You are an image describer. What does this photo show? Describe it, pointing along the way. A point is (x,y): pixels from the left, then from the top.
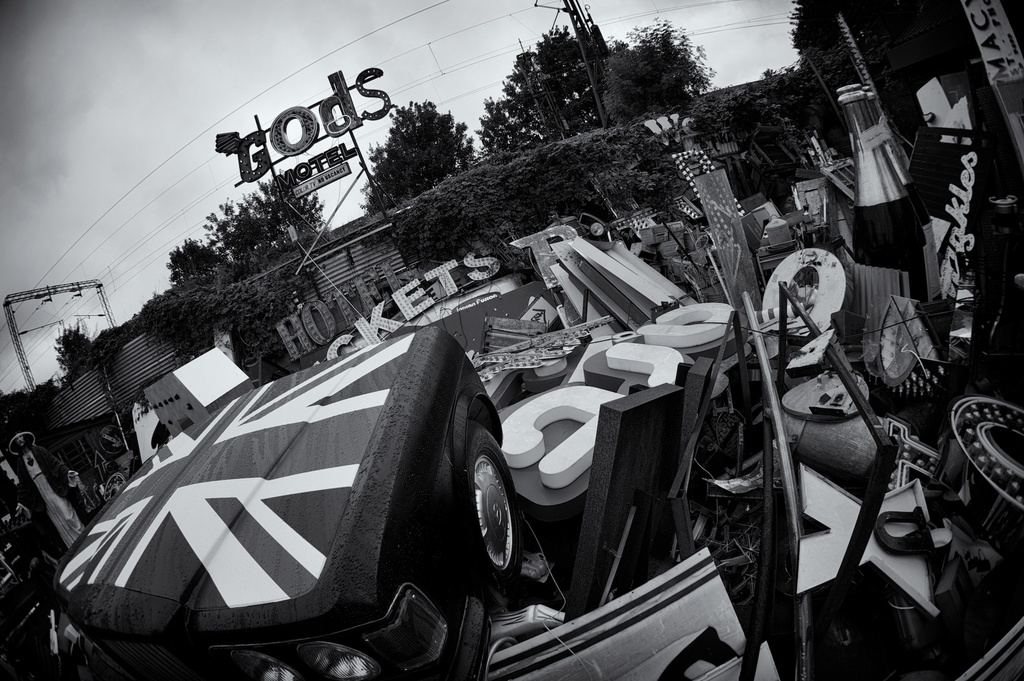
This is a black and white picture. It looks like a dump (928,481). In this picture we can see bottle shaped objects (881,163), bonnet (230,474) of a car (236,436) and various objects (458,300) are visible in the dump (860,75). We can see some text boards (343,95) on the poles (284,204). There are a few trees (548,37) and some wires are visible on top (516,96).
